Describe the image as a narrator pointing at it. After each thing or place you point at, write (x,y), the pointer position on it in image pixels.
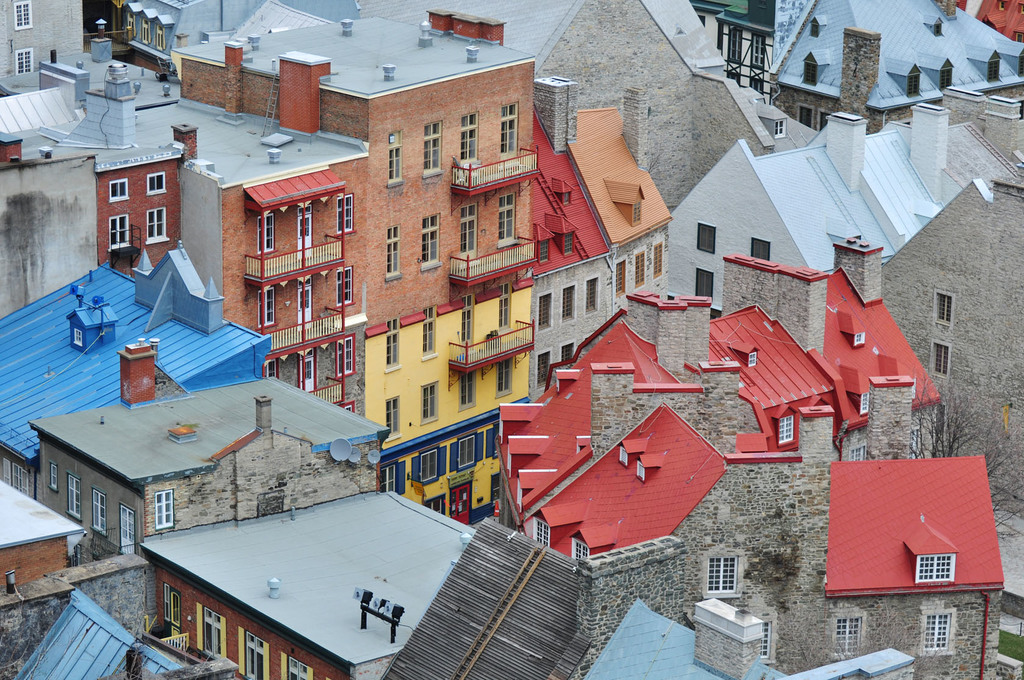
In this image I can see few buildings (430,462). They are in different color. We can see windows (346,223) and balcony (330,253).
